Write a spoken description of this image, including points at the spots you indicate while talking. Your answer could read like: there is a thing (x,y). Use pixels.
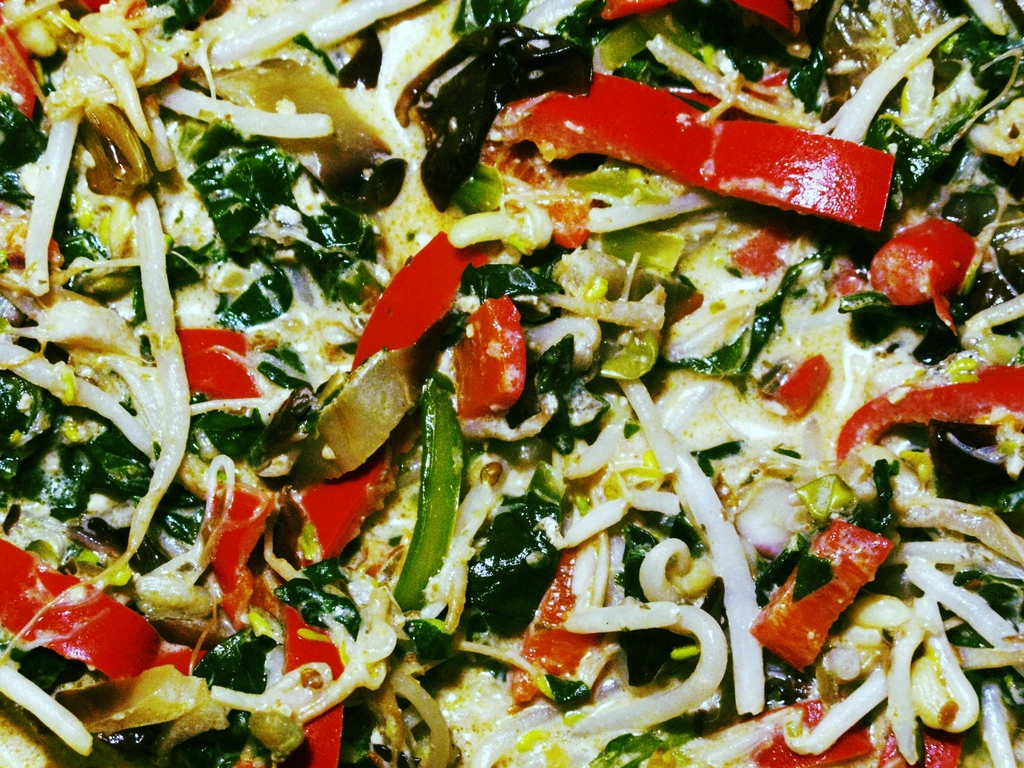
In this picture we can see food items (625,391) such as vegetable pieces (349,640).
